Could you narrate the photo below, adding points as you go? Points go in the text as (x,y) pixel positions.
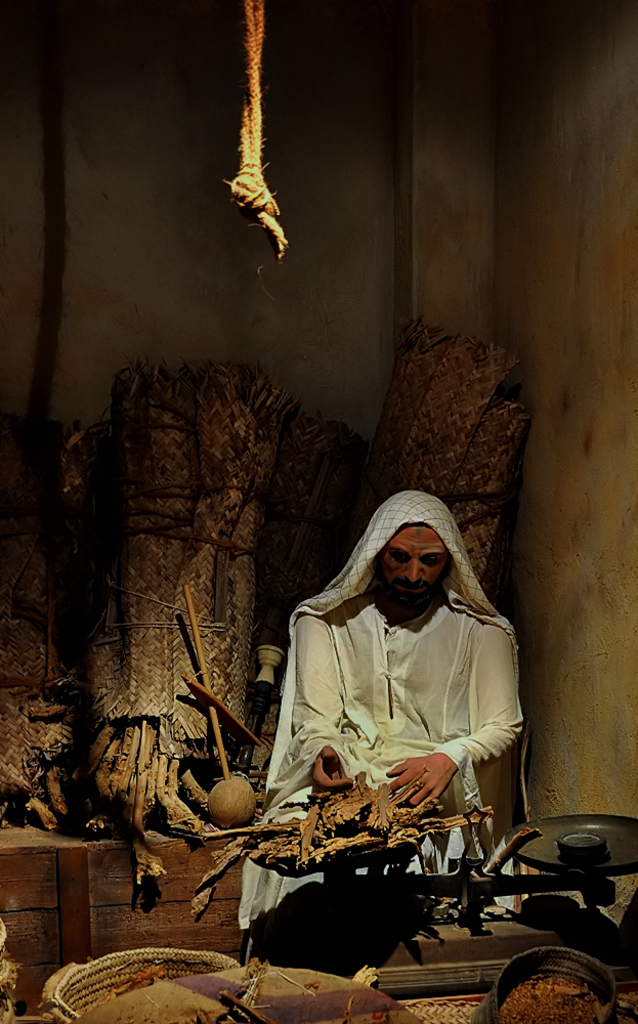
This is an inside view of a room (412,909). Here I can see a man (367,732) wearing white color dress (460,710) and sitting. In front of him there is an object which is looking like a machine (541,870) and also there are some baskets (93,978). At the back of this man (400,701) I can see some sticks (143,720) covered with the mats (204,483). In the background (441,187) there is a wall (400,179). At the top (253,66) there is a rope (257,68) hanging.
